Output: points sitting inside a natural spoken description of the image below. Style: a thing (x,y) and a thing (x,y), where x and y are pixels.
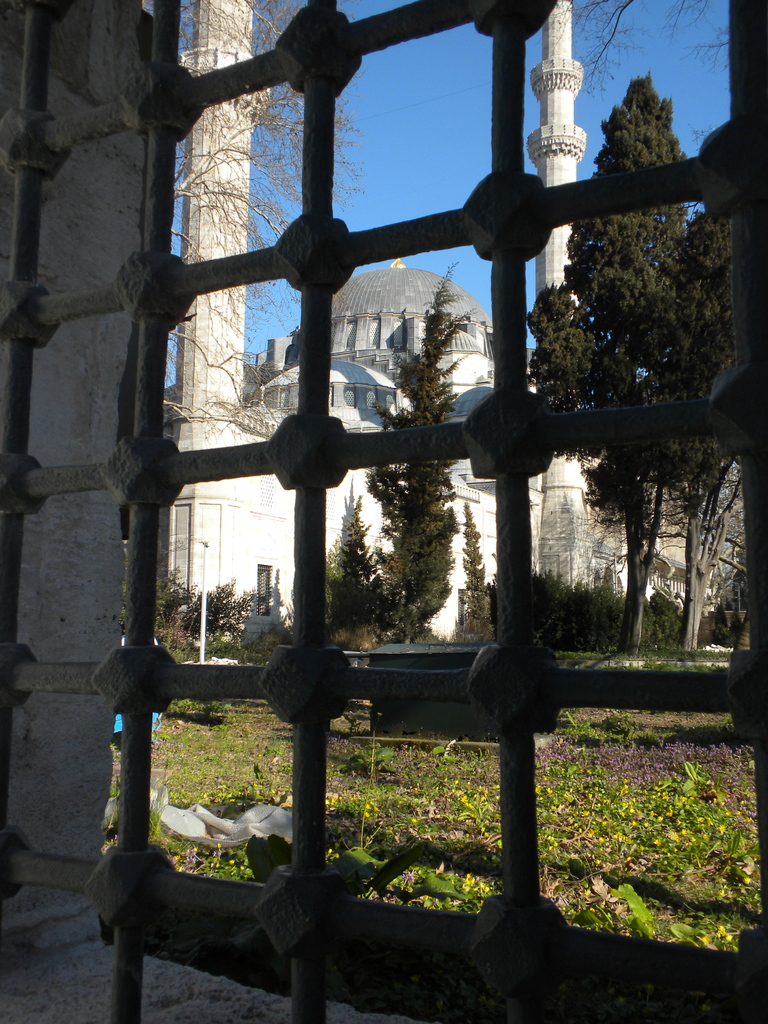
This picture contains a grill gate (12,354) from which we can see a monument (363,500). Beside that, there are trees (649,562). At the bottom of the picture (467,754), we see grass (385,858) and at the top of the picture (453,98), we see the sky (576,39), which is blue in color.
